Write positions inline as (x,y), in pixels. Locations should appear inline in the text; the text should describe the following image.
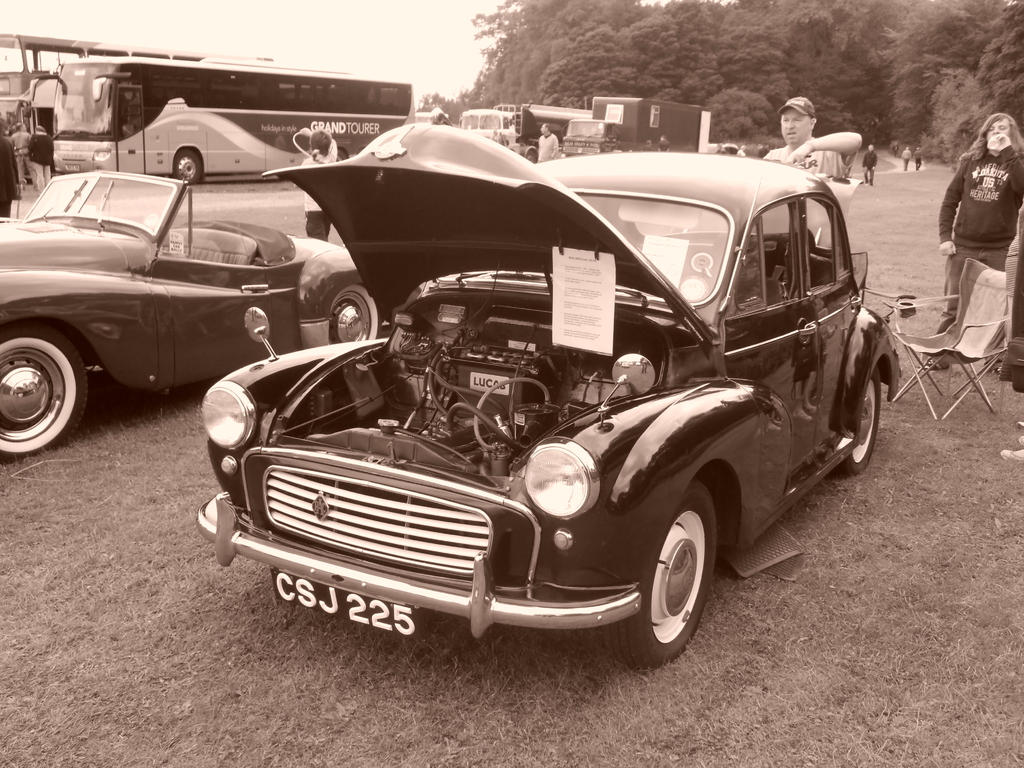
In the foreground of this image (332,440), there are vehicles (215,448) in the front (469,577) and in the background (984,311), there is a chair (975,300), persons (986,196) standing on the ground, few vehicles (637,120), trees (682,38) and the sky (363,43).
